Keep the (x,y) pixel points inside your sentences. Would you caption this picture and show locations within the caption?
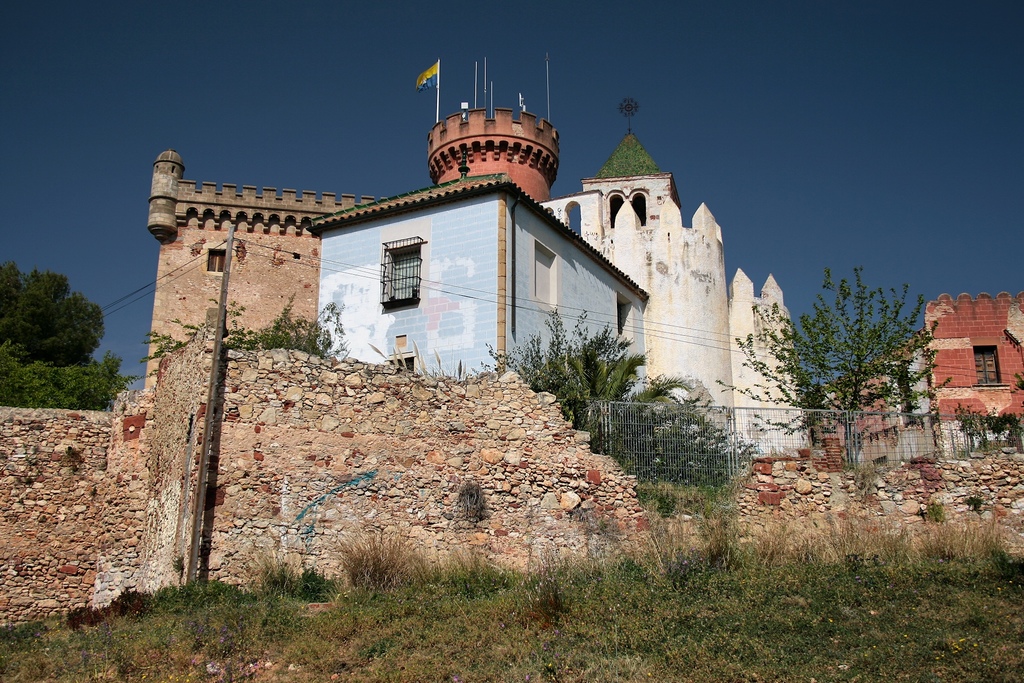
In this picture there is a building (189,214) in the center of the image (667,259) and there is another building (957,326) on the right side of the image (876,379), there are trees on the left side of the image (21,331).
